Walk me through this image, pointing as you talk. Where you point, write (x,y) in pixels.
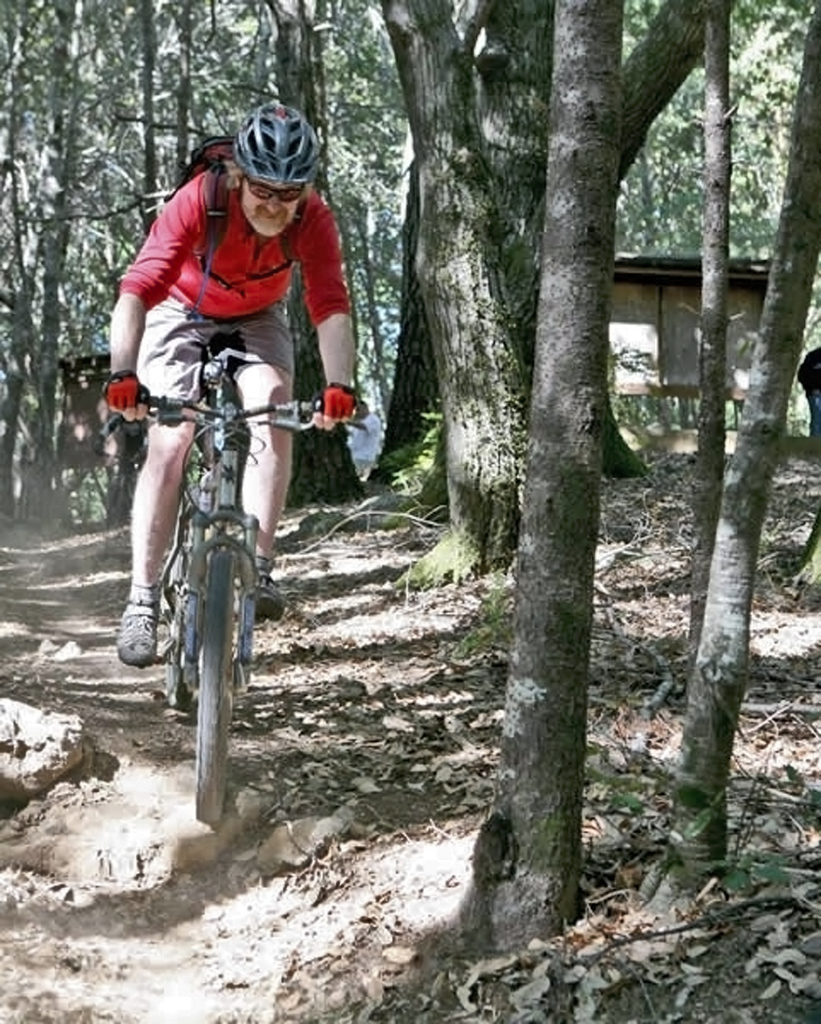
In the image there is a person (230,242) with helmet (268,166) is riding a bicycle (183,630). On the ground (171,732) there are dry leaves (406,712) and also there are few rocks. In the background (446,43) there are many trees (487,364) and also there is a room (697,287) with walls (672,322) and roofs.
